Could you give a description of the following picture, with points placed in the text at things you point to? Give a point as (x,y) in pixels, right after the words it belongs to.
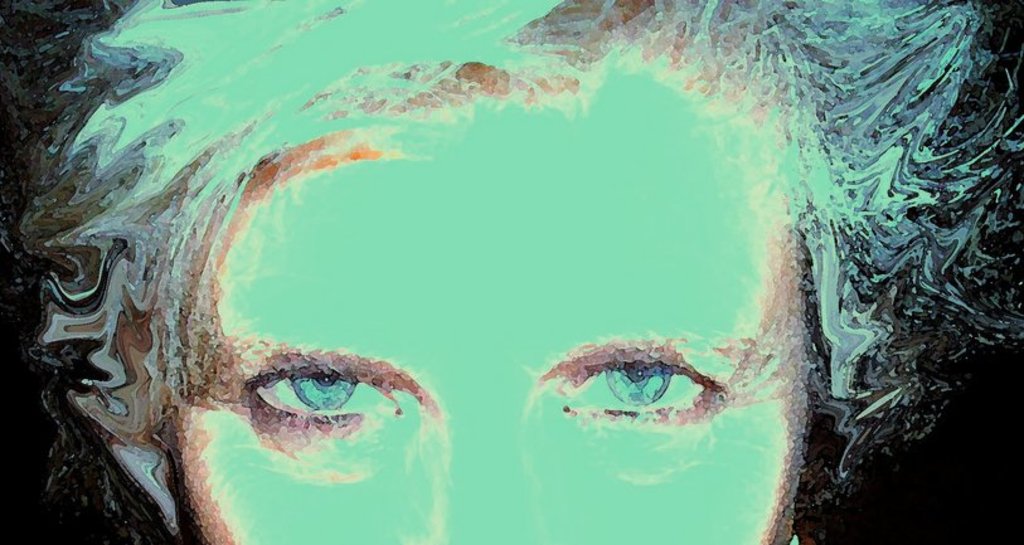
In this image I can see a painting (507,154) of a person's face (337,167). The background (965,510) is in black color.
